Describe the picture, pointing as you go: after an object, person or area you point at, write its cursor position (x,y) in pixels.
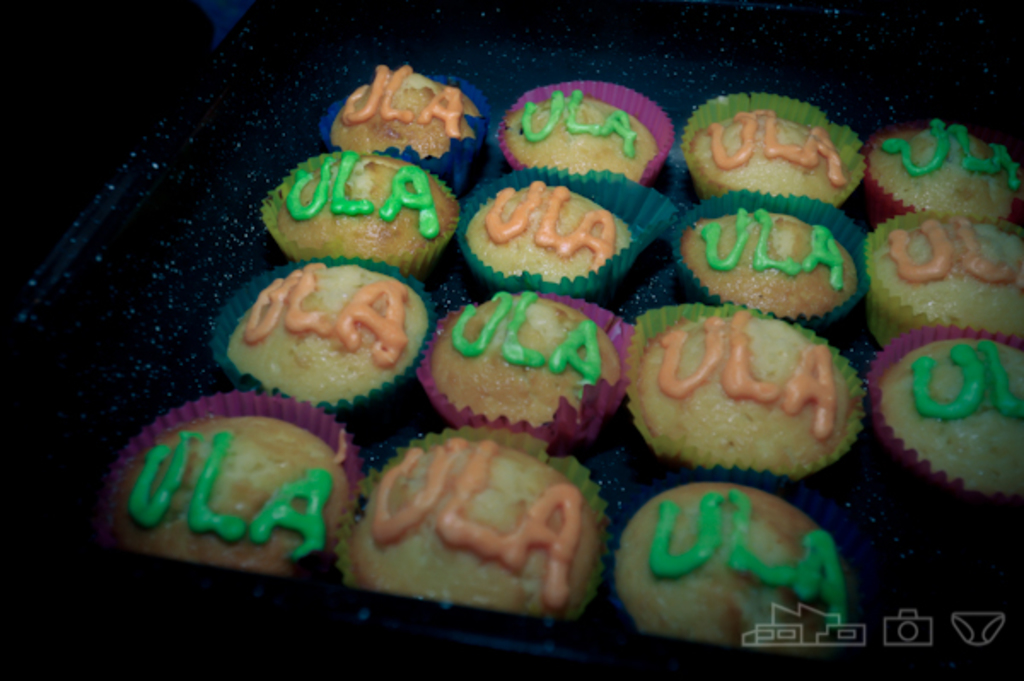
In this image I can see few cupcakes (439,202). The background (500,164) is in black color.
